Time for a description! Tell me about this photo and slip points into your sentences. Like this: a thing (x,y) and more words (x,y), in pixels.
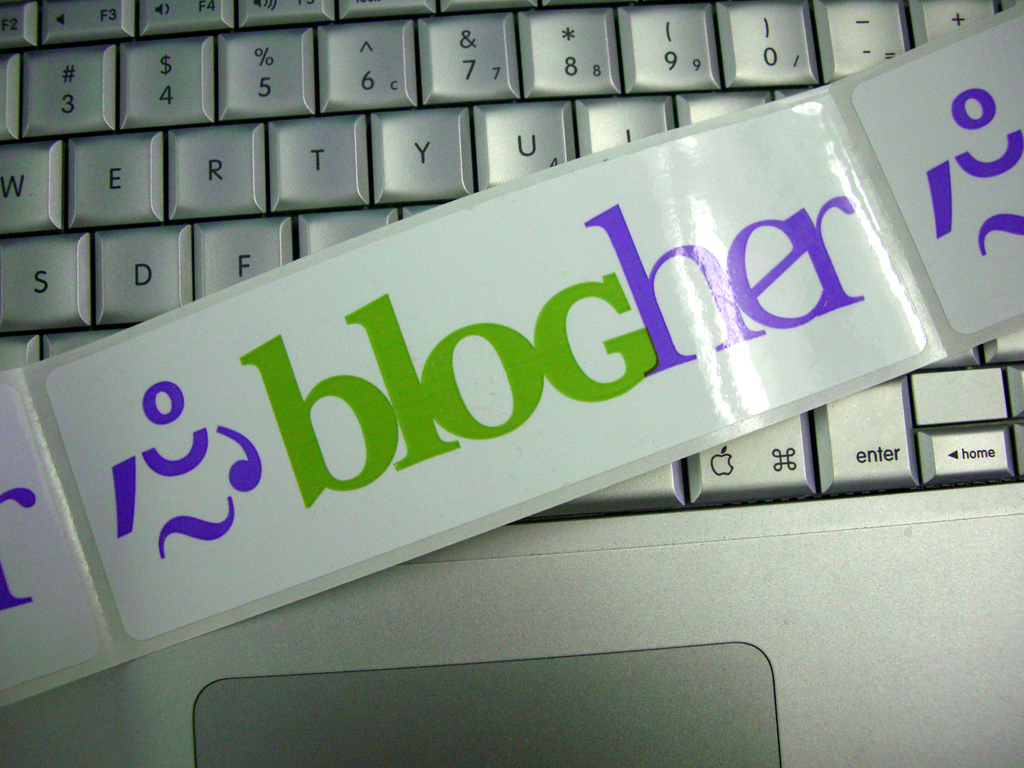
In this image we can see a keypad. We can also see some stickers (276,584) with some text (394,446) on it.
